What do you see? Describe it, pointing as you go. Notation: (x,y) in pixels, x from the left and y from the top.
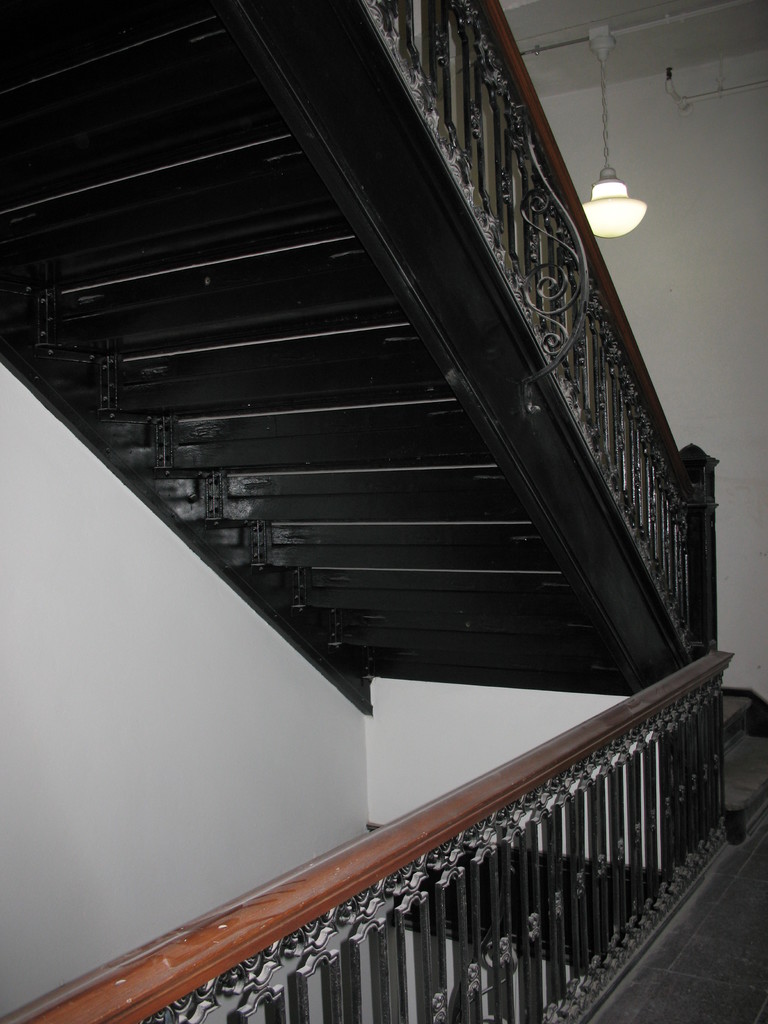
In this image we can see the stairs (425,202) and the metal railing (490,856). We can see the lights (597,209) and the wall (241,725).
